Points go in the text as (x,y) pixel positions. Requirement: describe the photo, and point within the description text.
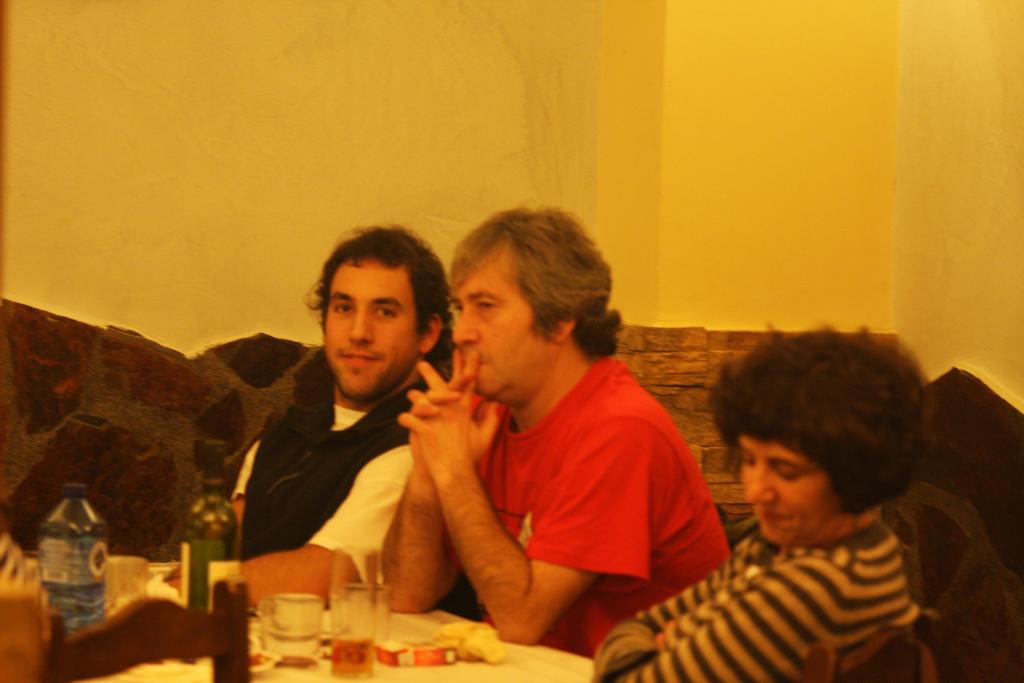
In this image I can see few people (529,242) are sitting, here I can see few glasses (291,636) and two bottles (65,547).
